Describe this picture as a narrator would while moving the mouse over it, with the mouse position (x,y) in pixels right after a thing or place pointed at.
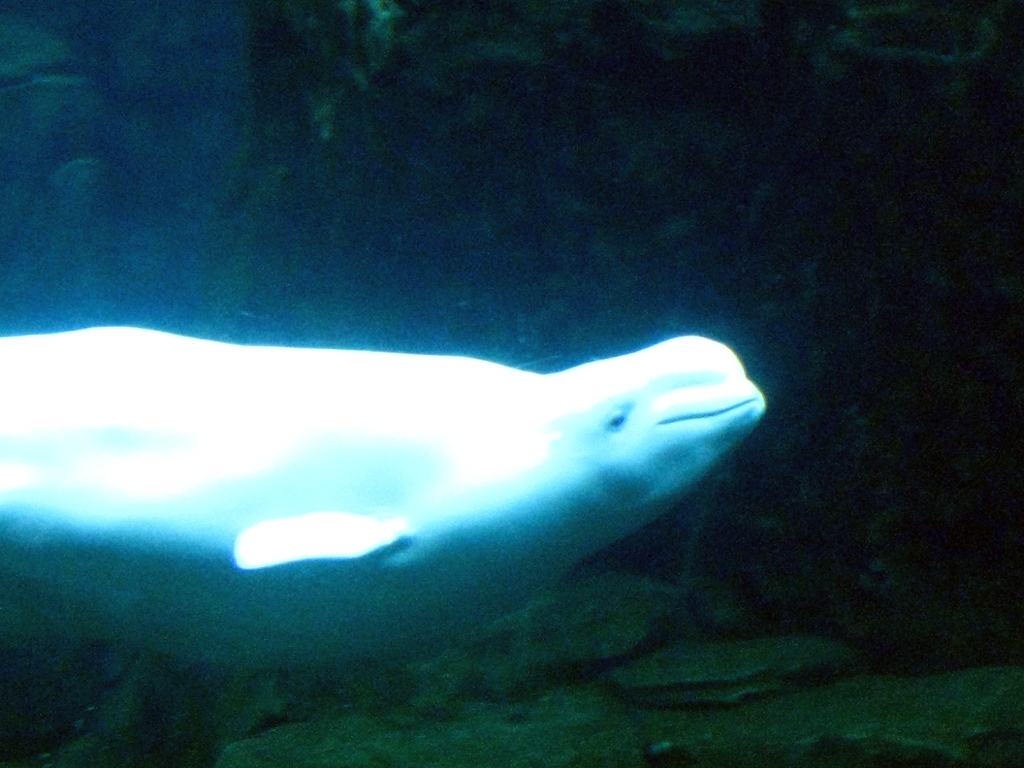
In the center of the image (473,464) there is a beluga whale (527,488) underwater.
